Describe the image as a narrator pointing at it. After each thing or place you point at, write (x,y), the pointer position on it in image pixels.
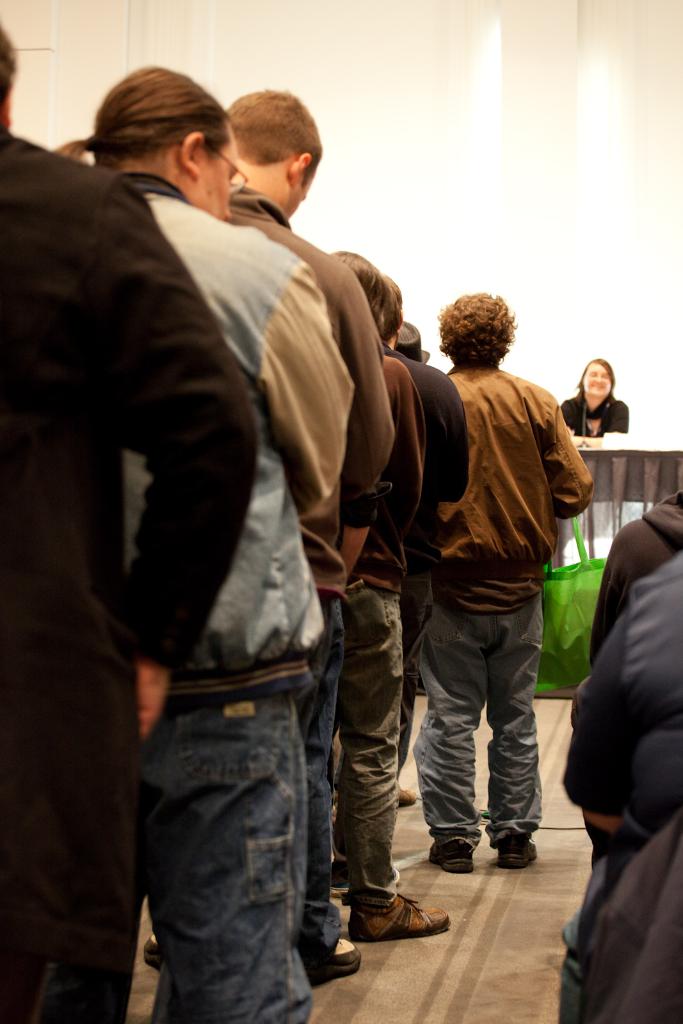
I can see few people (323,556) standing in a line. This looks like a green color bag (559,604). Here is the woman (602,410) sitting. The background (469,86) looks white in color. At the right corner of the image (645,556), I can see two people (634,617).
